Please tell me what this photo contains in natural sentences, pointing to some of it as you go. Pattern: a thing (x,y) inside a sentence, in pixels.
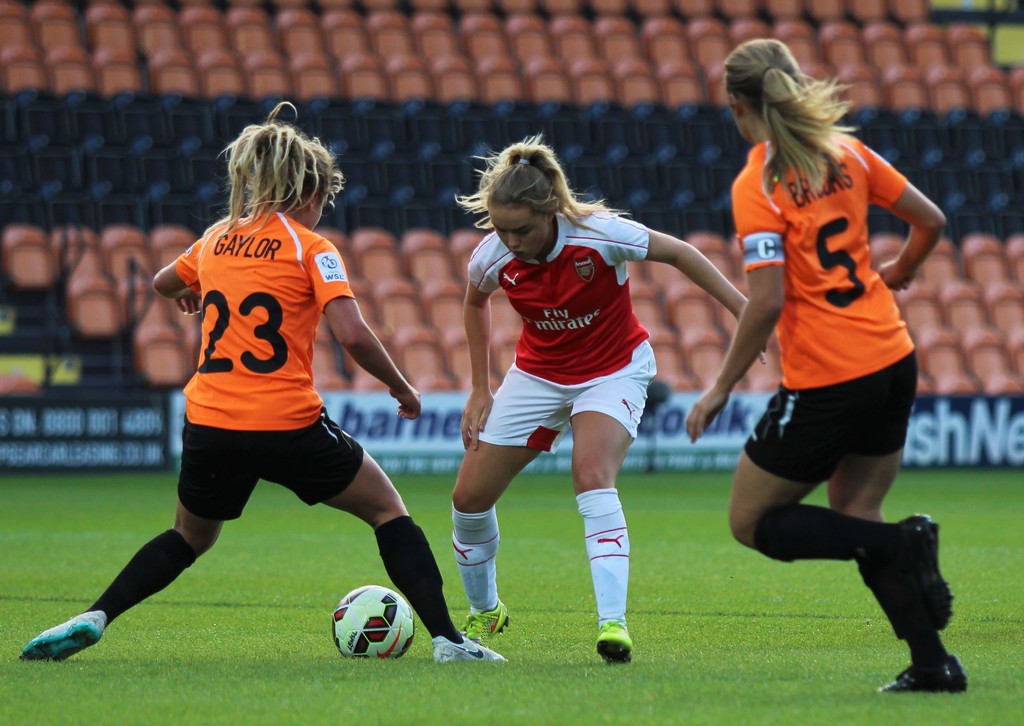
In this image, I can see three women (901,343) standing and playing the football game. This is a football (396,606), which is on the ground (462,684). In the background (424,426), I can see the hoardings (422,427) and the empty chairs (112,187).
